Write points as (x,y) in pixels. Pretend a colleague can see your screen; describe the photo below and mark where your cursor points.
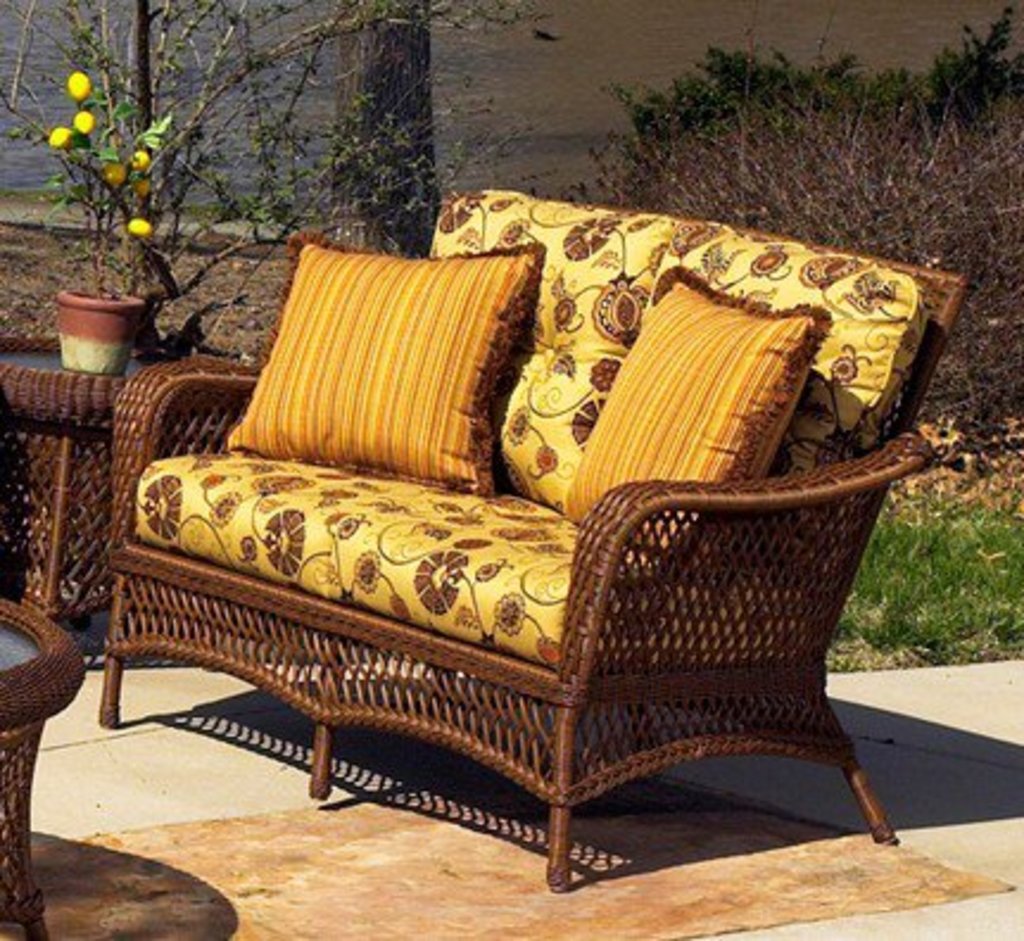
In this image we can see a sofa (408,677), which is in brown color and yellow color. Two pillow (429,454) are there on the sofa (443,523). Left side of the sofa (450,511) one table (71,450) is there, on table (83,455) one pot (105,303) is present. Background of the image (389,105) one tree (352,91) is there. Right side of the image (698,47) grass (969,512) is present and water (588,56) is there.
